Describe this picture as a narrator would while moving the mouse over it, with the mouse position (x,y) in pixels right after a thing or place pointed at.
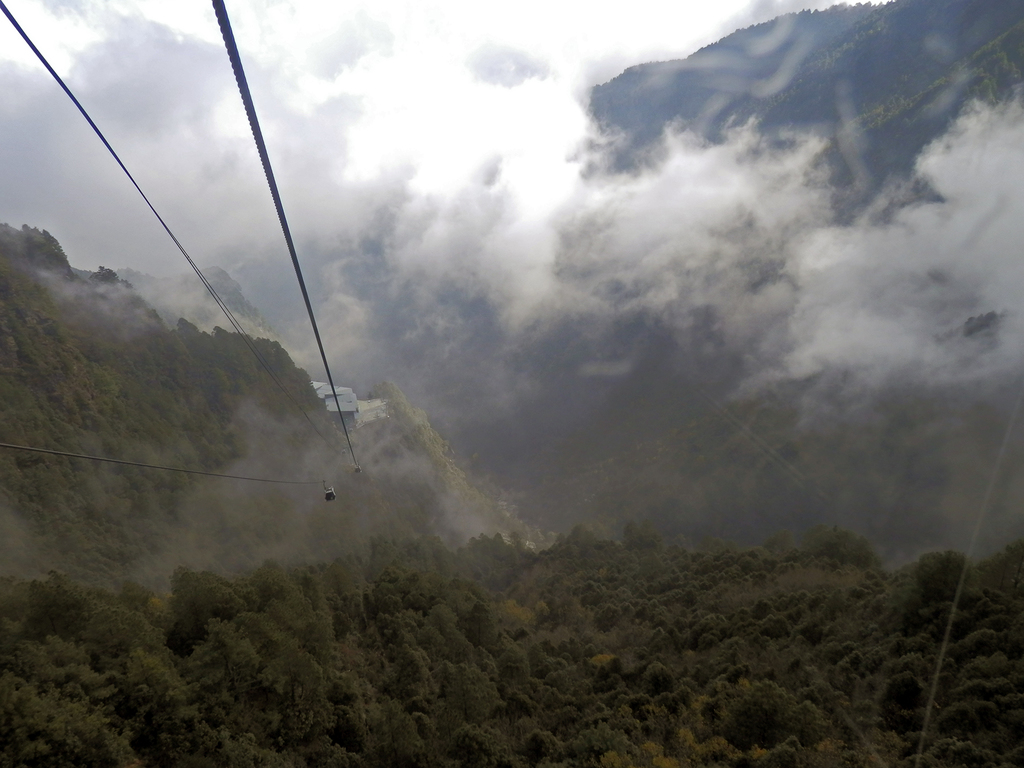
This is a picture taken in a forest (153,587) or in between the hills (789,629). In the foreground of the picture (621,596) there are trees (291,656), cables (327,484), cable cars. In the center of the picture (393,459) there are hills (382,430) covered with trees (305,429) and we can see houses (343,393), clouds (656,218) moving.
